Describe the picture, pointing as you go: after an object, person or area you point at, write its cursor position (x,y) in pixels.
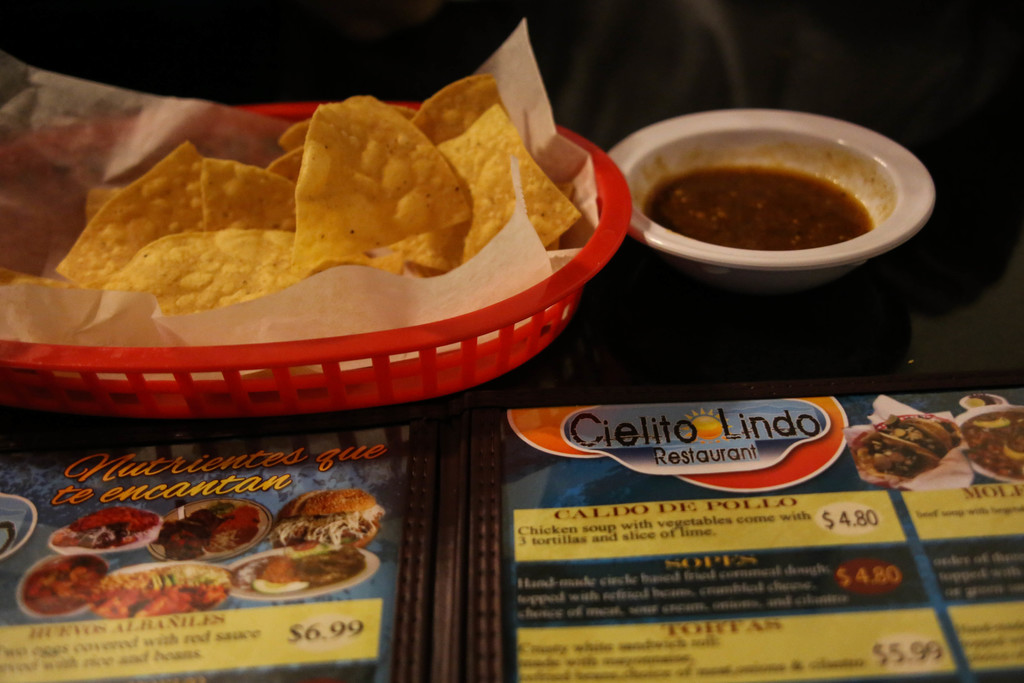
In this image there is a table (640,350), on that table (891,321) there are menu cards (702,531) and a tray (560,309), in that tray (225,346) there is a food item (373,201) and a bowl (658,189) in that bowl (905,208) there is sauce (794,199), in the background (828,54) it is dark.
